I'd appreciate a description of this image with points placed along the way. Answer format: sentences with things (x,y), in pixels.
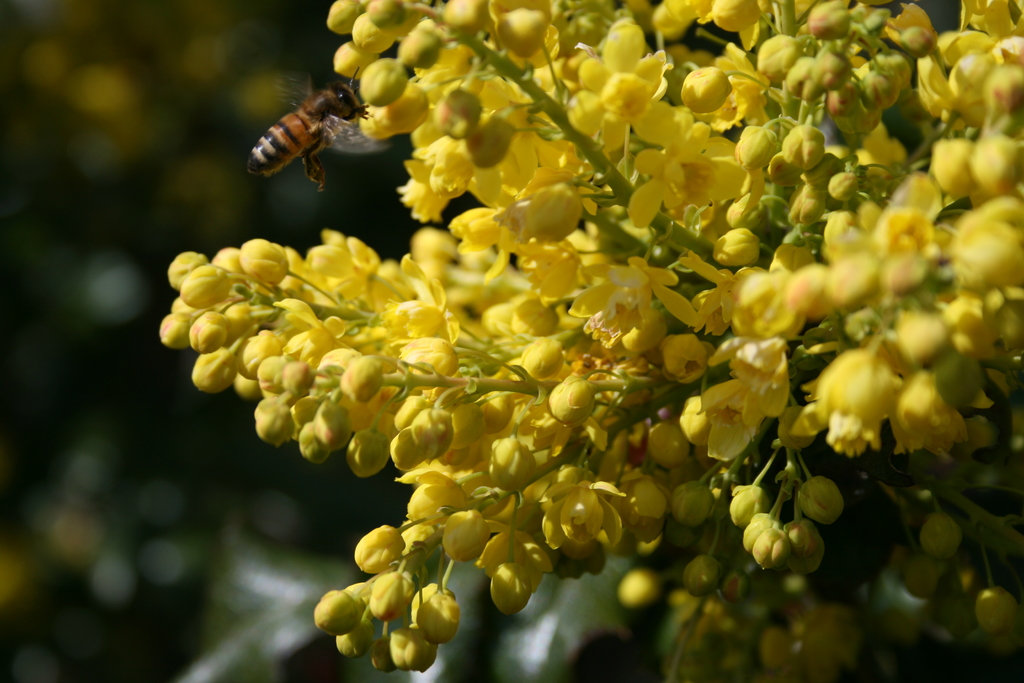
In the image there are some yellow flowers (414,110) and beside the flowers (382,103) there is a honey bee (285,123) and the background of the flowers (468,357) is blur.
